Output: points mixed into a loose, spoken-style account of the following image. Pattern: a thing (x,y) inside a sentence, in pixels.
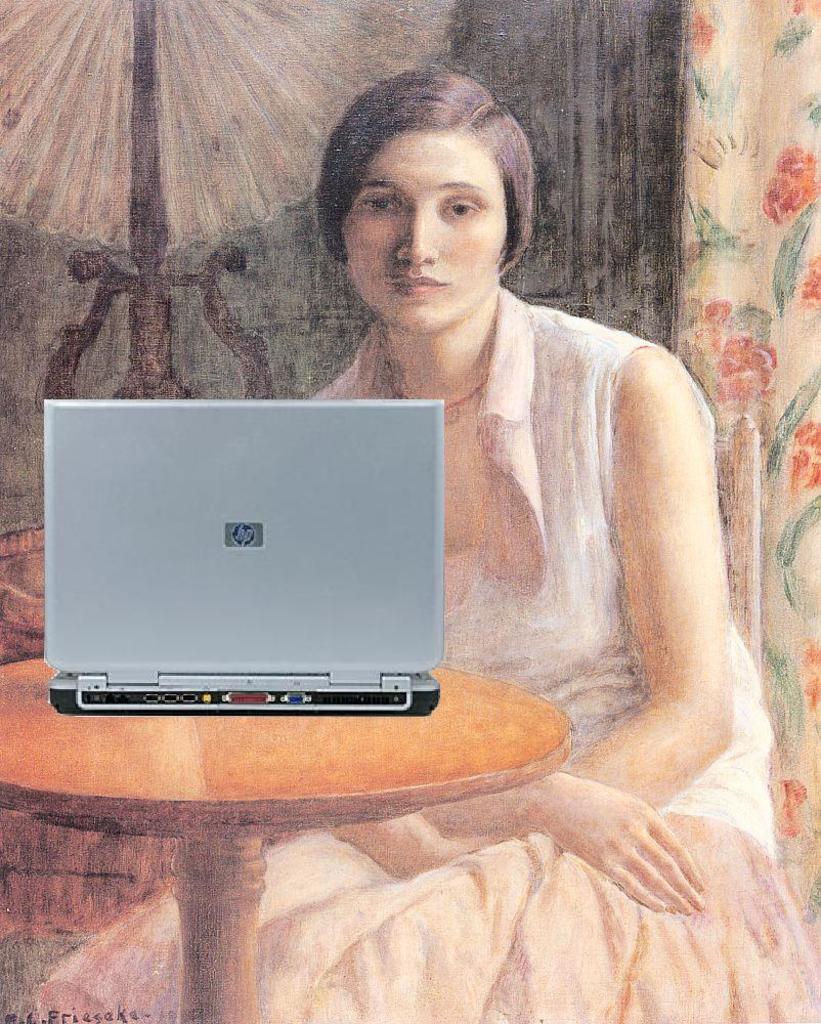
This is the painting where we can see a woman (274,904) is sitting. In front of her table (228,799) is there. On table (236,875) laptop (275,638) is present. Behind curtain (767,298) and lamp (156,211) are there.
